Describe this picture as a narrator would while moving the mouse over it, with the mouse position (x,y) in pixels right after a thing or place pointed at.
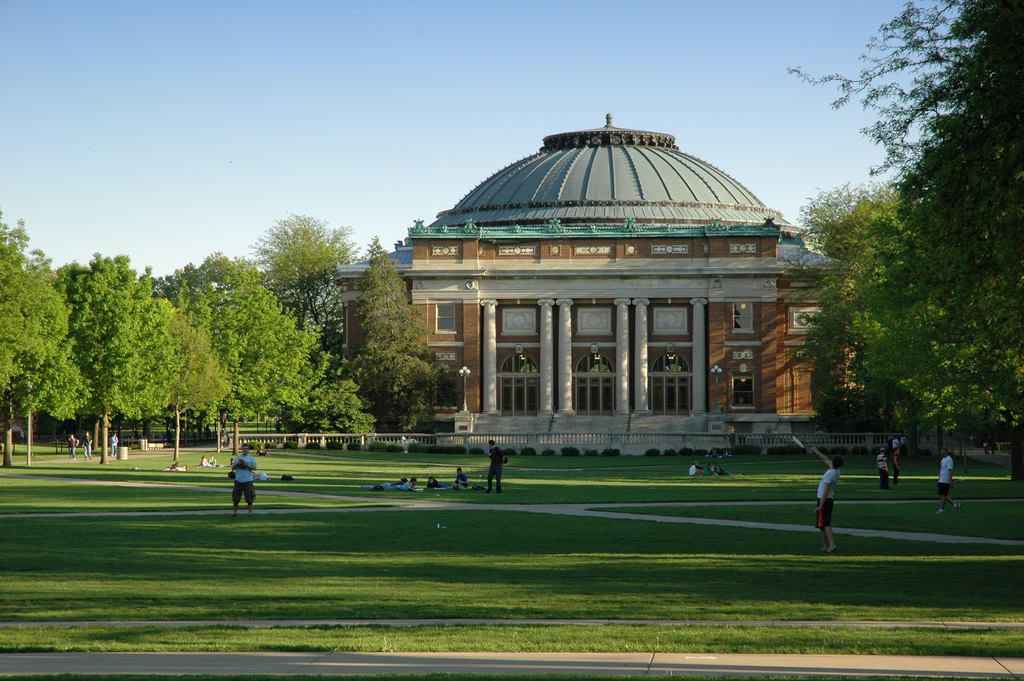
This image is clicked in a lawn (411,549). There are a few people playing and a few (414,482) lying on the ground (340,493). Behind them there is a building (565,320). In front of the building (643,411) there is a railing (530,438). On the either sides of the building (477,379) there are trees (919,300). At the top (342,84) there is the sky (296,84). At the bottom (345,583) there is grass (583,579) on the ground (769,587).
